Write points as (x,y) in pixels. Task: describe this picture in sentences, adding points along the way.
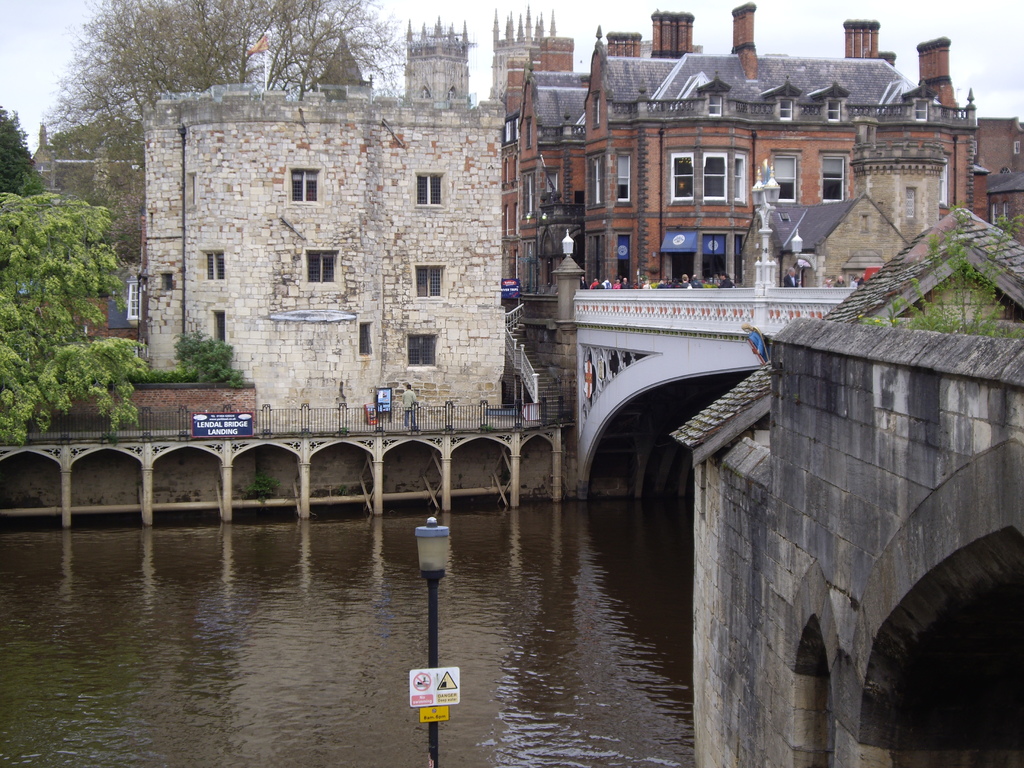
In the image we can see the buildings (657,176) and windows (326,263) of the buildings (344,205). There are trees (89,116) and the pole (435,660), and on the pole (432,635) there is a board (455,681). We can even see the water (270,646), the flag (260,46) and the sky (52,42). We can see there are even people (638,285) wearing clothes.
